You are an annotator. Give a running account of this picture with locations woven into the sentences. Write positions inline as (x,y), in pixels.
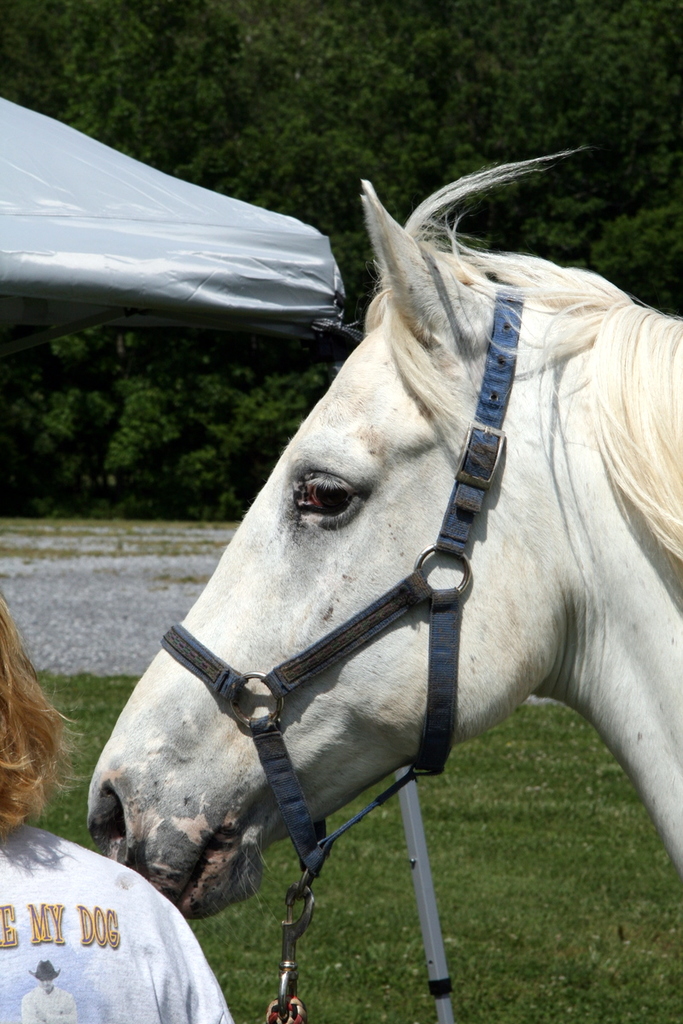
In this picture, we see a white horse (548,575). The mane (593,344) of the horse (631,358) is also in white color. We can only see eye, ear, nose (198,822) and mouth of the horse (448,228). In the left bottom (67,926), we see a woman (60,923) in white T-shirt (103,968) is standing. At the bottom (482,931), we see the grass (517,997). In the background (309,393), we see a white tent (94,247), small stones (131,562) and trees (191,152).
